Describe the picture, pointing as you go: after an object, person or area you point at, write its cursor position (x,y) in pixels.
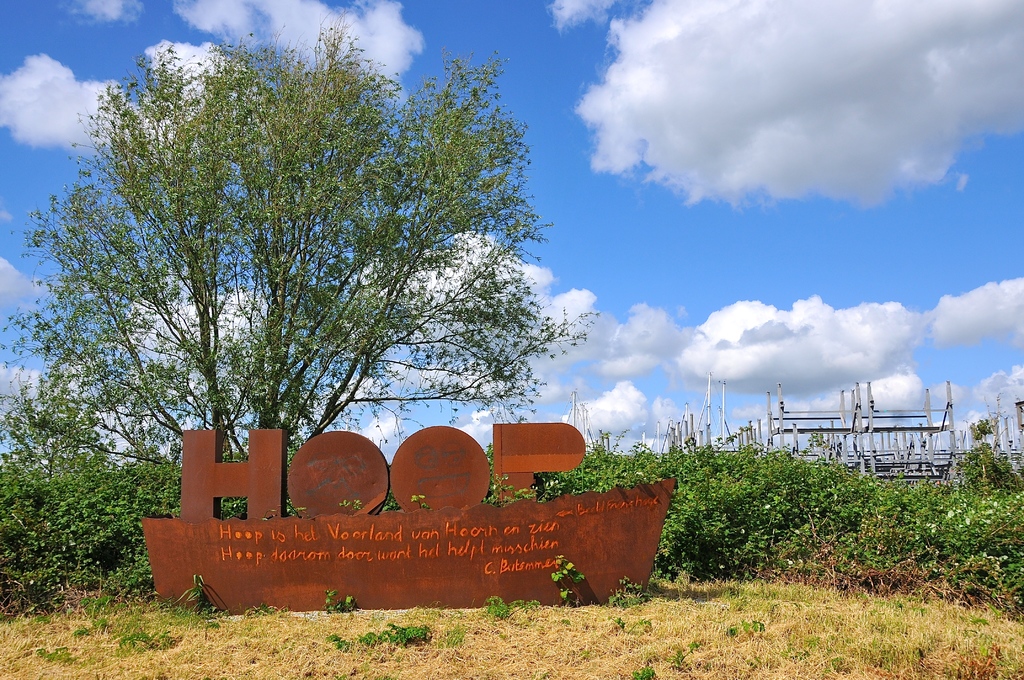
In this picture there is dry grass (539,627) at the bottom side of the image (344,631) and there is a model of boat (347,548) and greenery (52,430) in the image, it seems to be there are poles (873,414) in the background area of the image (936,461).
